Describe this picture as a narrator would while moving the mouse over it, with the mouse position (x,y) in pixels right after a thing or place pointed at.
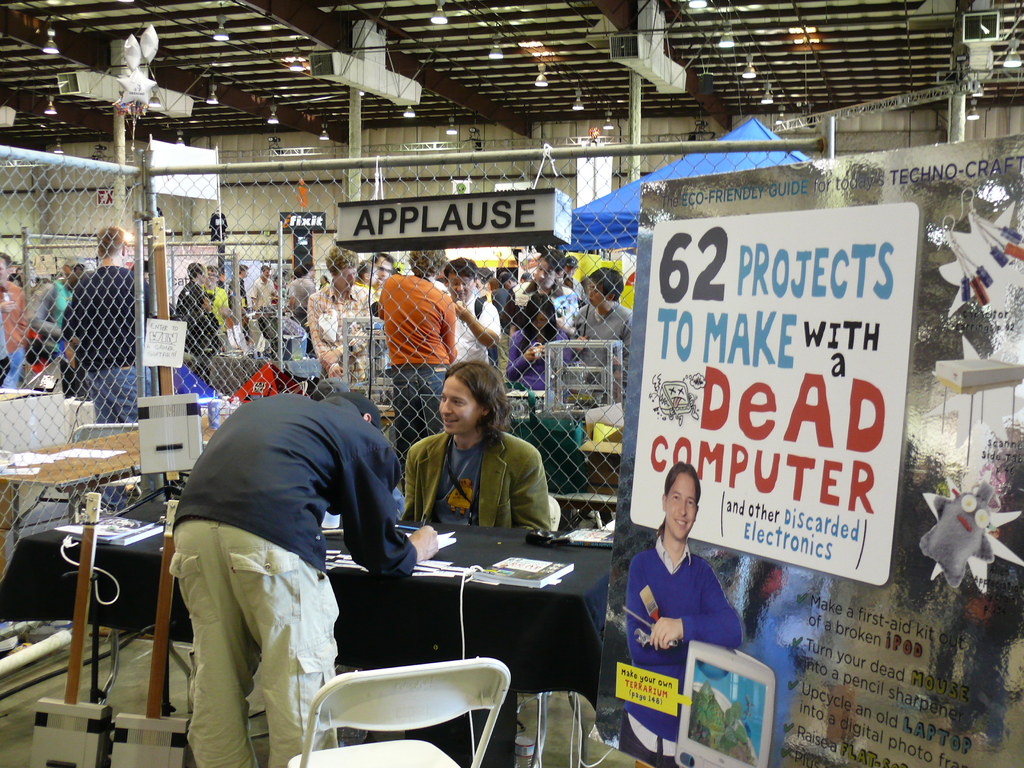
In this image In the middle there is a table (459,547) on that there is a book (519,579), papers (361,568) and some other items (417,560), In front of that there is a man (254,555) he wear t shirt (269,509) and trouser (278,608) he is writing something, in front of him there is a man (472,441) he is smiling. In the background (439,324) there are many people (442,307). On the right (770,556) there is a poster (739,500).
